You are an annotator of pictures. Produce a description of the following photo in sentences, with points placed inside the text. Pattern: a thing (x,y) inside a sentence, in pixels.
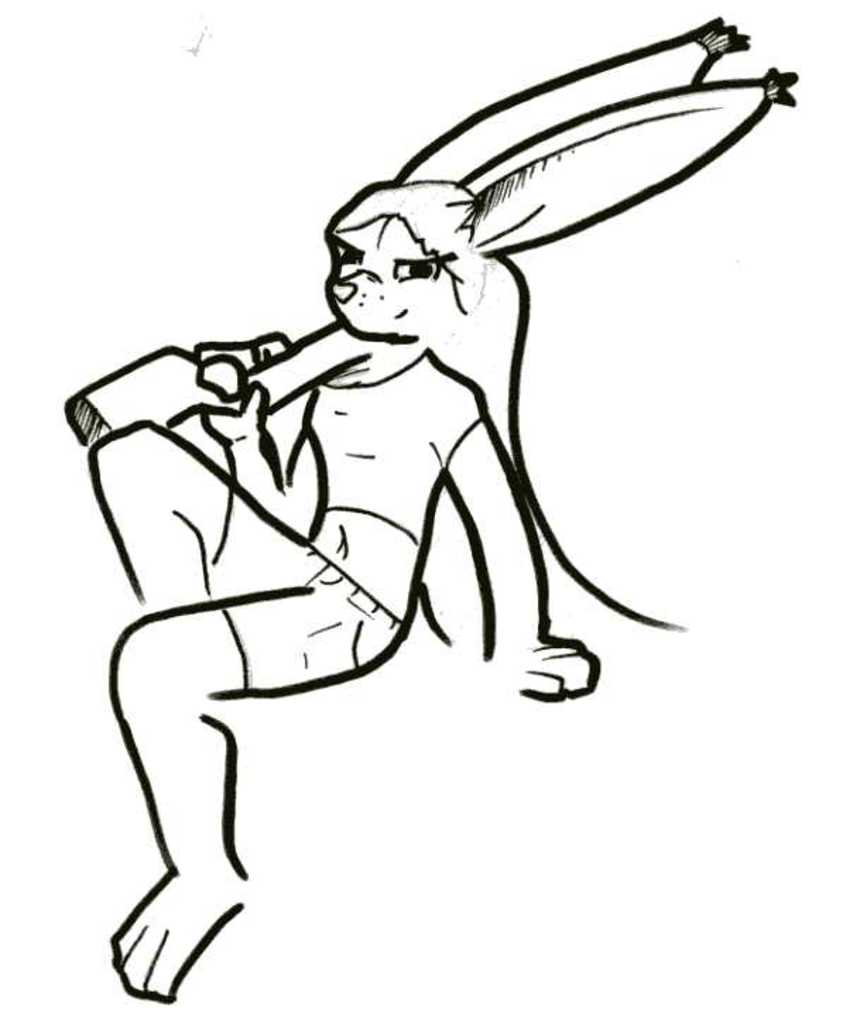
In this image, I can see the drawing of a cartoon character (426,490). There is a white background (793,46).
